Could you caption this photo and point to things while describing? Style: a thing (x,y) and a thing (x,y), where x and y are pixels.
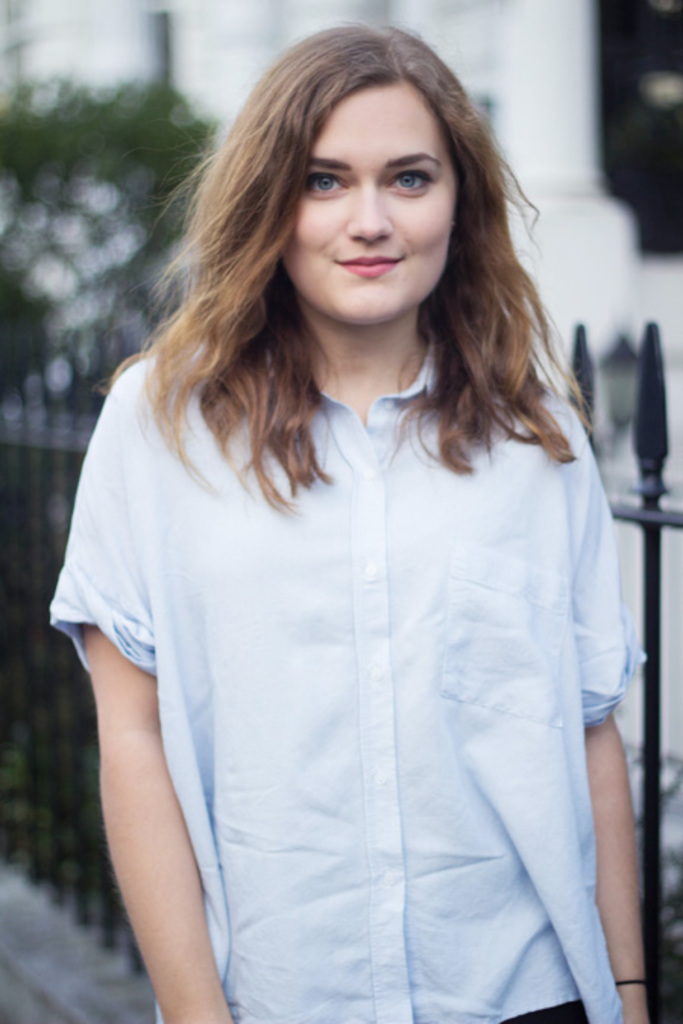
In this image there is a girl (342,848) who is wearing the white color shirt (317,803). Behind her there is fence (53,447). In the background (551,15) there is building (446,14). On the left side (80,168) there is a tree (115,152).
